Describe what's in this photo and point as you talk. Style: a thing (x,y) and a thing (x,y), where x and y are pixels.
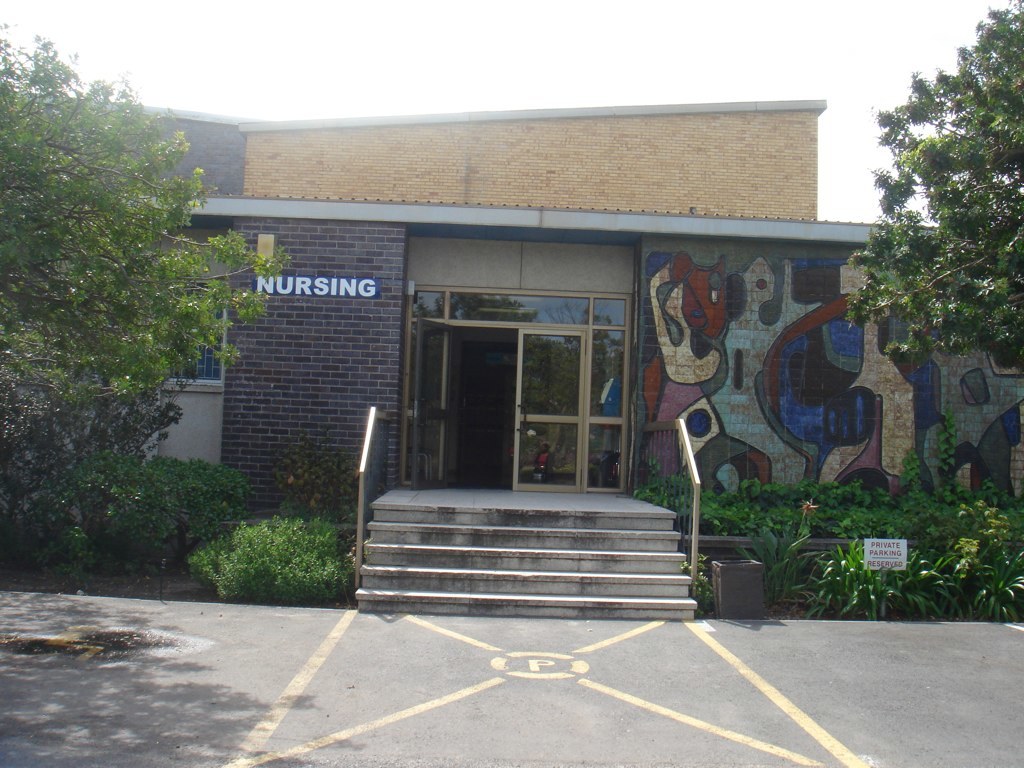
This picture is clicked outside. In the foreground (276,661) we can see the ground (844,721). In the center (501,499) we can see the plants (841,525), trees (18,429), staircase (532,507), handrails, door (484,418) of the building (488,371) and we can see the text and some pictures (835,337) on the wall (972,441) of the building (684,195). In the background (221,55) we can see the sky (338,57).
